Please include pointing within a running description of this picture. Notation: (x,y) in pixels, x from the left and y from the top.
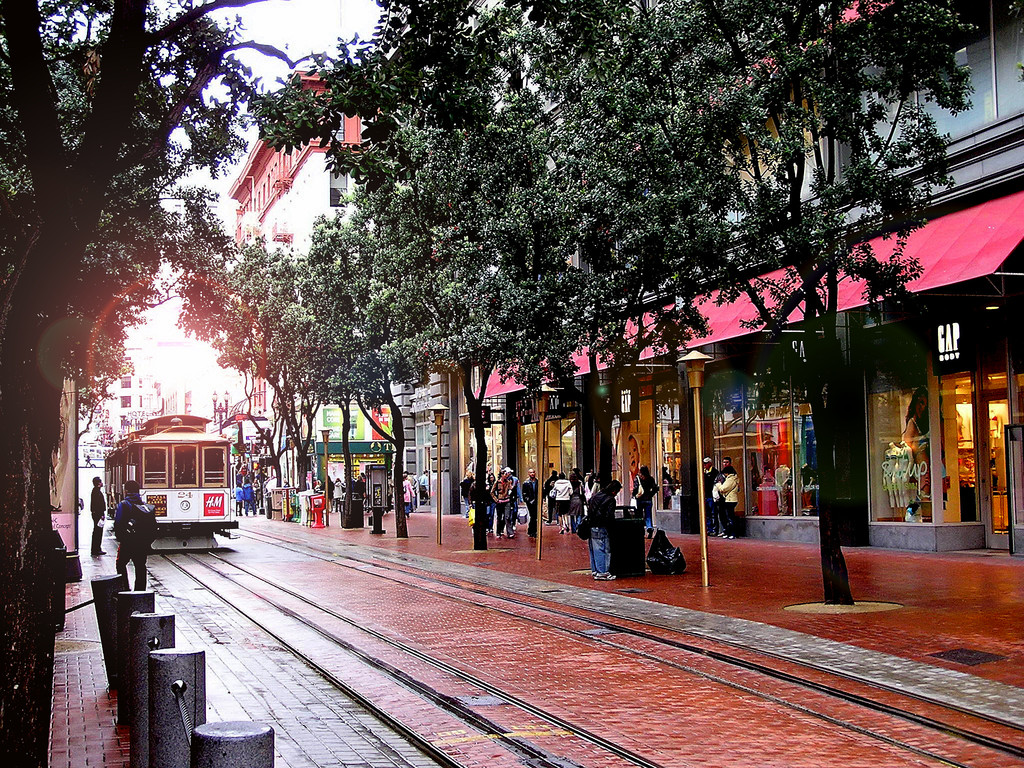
There is a vehicle (193,506) on the track (208,596). On the left side (92,715), there are persons (143,510) on the footpath (97,679), there are poles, there are trees (96,348). On the right side (829,535), there are trees (330,311), there are persons (652,480) on the footpath (743,540) and there are buildings (993,201). In the background (267,16), there is a sky (272,83).
